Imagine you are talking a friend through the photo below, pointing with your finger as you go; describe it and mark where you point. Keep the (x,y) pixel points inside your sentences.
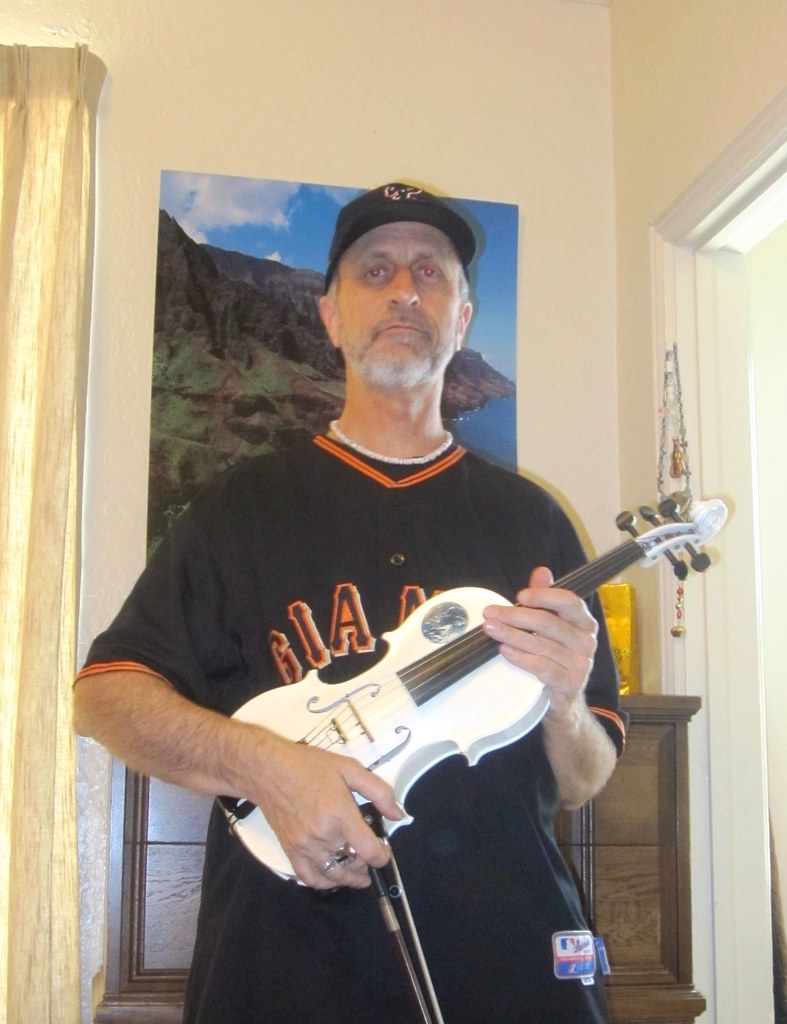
In this image there is a person (371,612) wearing black color T-shirt (388,515) and cap (394,209) holding a violin (419,617) and at the background of the image (271,250) there is a scenery (339,211) attached to the wall (287,81).
